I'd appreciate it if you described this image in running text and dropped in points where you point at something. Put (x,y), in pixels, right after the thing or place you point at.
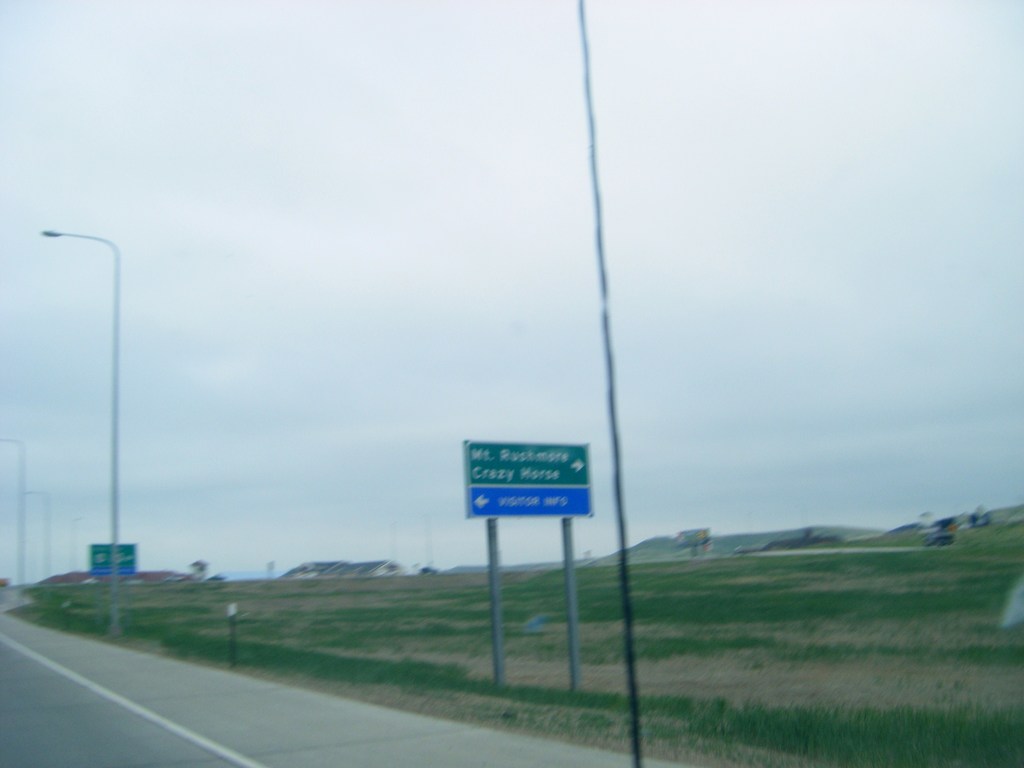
In this picture I can see there is a road (136,743) and there are few poles (492,544) and direction boards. There is grass (762,588), mountains (816,533) and the sky (461,357) is cloudy.
